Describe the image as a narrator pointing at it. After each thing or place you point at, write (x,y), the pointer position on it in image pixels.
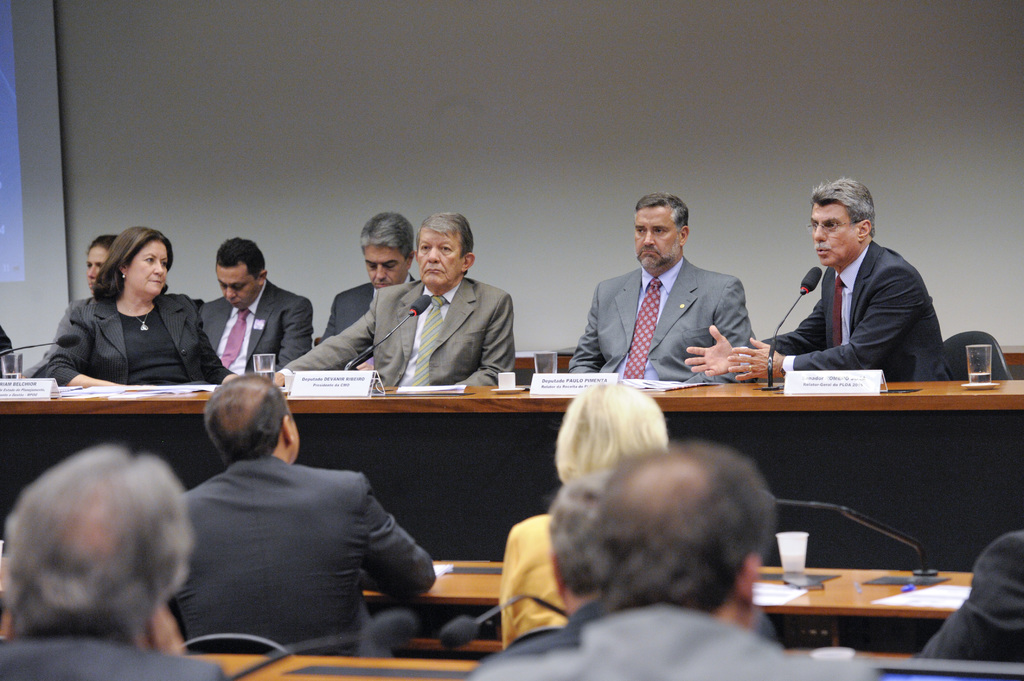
In the image we can see there are people (379,561) around, wearing clothes (289,641) and they are sitting. In front of them there is a desk (375,440) and on the desk (372,428), we can see the glass (990,360), name plate (812,378), papers (412,391) and microphones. Here we can see the wall (476,136).
